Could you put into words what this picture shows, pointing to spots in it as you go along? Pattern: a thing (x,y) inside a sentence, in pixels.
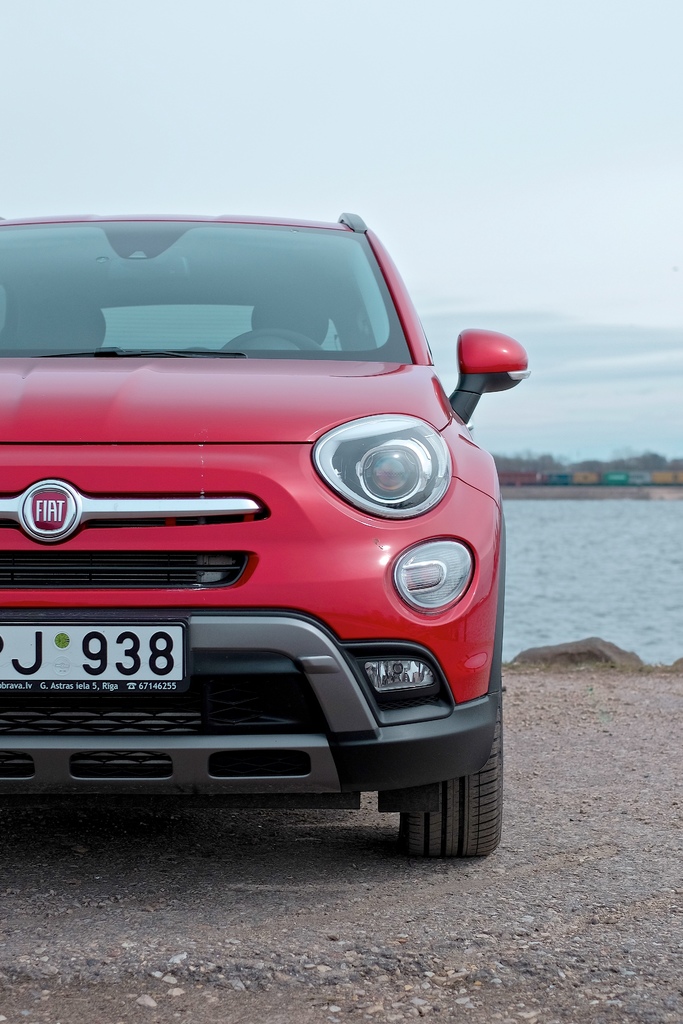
In this image, in the foreground (49,323) we see a red car (345,230) and in the middle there is a water (647,528) and the background (561,196) is the sky (597,225).
